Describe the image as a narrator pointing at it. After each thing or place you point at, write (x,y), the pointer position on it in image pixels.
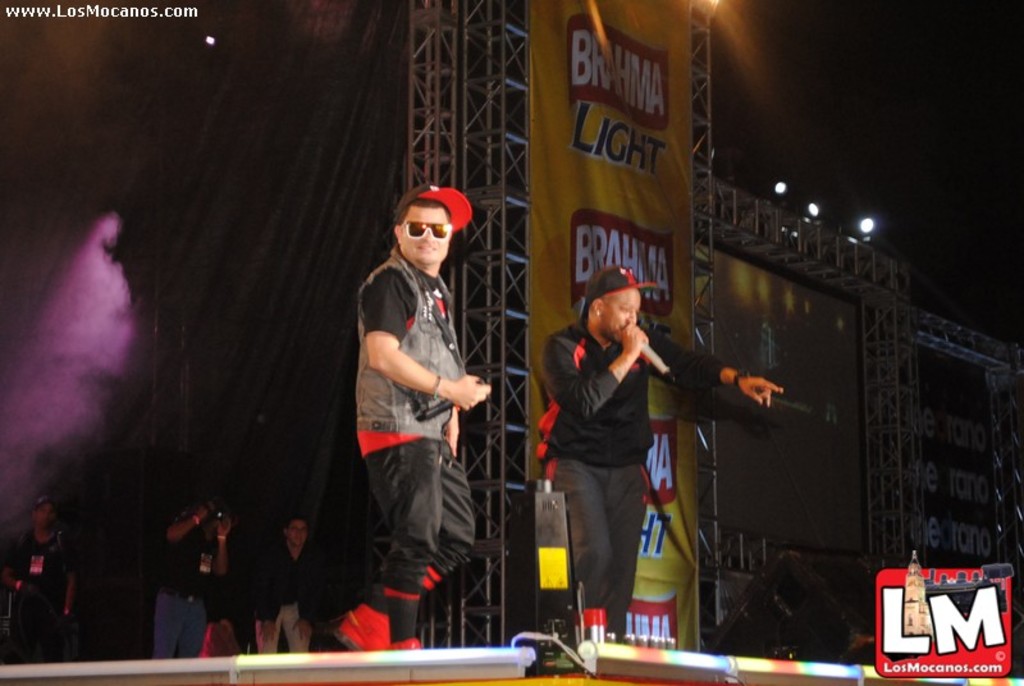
In this image I can see few people (625,404) are holding mics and I can see few iron poles (525,260), banner (675,38), lights (418,658) and few objects (778,568). In the background (191,580) I can see few people (222,570) and one person (201,590) is holding the camera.
